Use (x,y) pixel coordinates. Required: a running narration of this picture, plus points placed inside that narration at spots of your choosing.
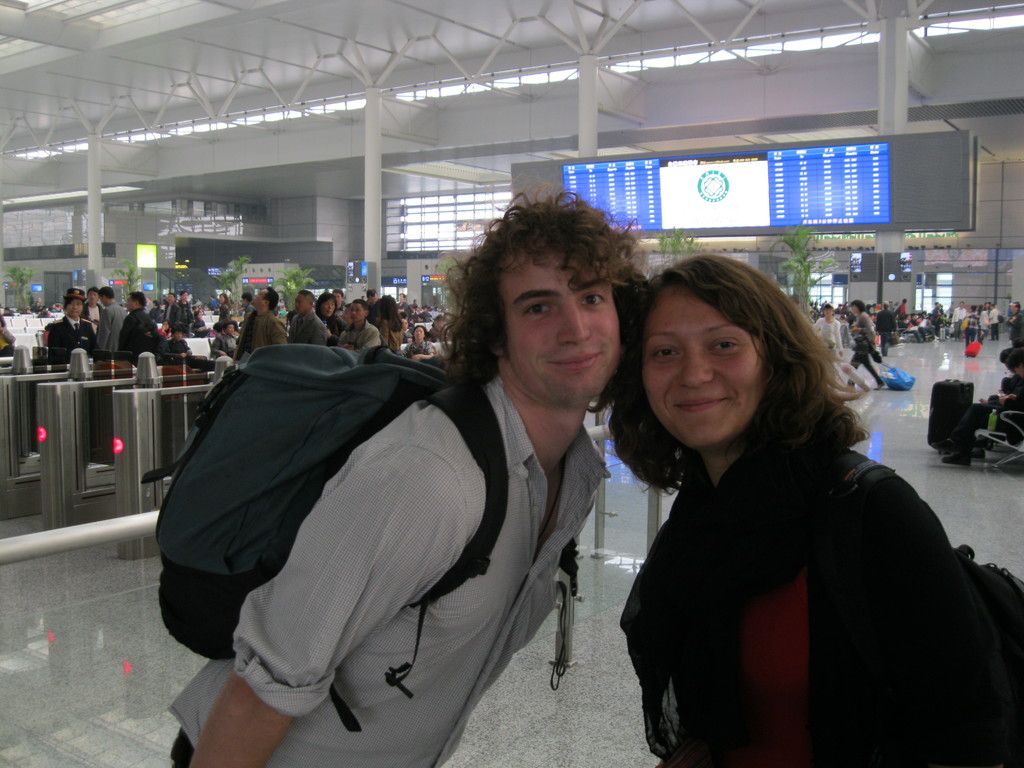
In the image in the center (599,367) we can see two persons (563,532) were standing and they were smiling, which we can see on their faces (576,330). And they were wearing backpacks (314,410). In the background (675,215) we can see building (1017,209), wall (1004,217), roof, screen (884,148), pillars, fence (626,511), back packs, sign boards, plant pots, plant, group of people (65,329) were standing and few other objects (147,387).
